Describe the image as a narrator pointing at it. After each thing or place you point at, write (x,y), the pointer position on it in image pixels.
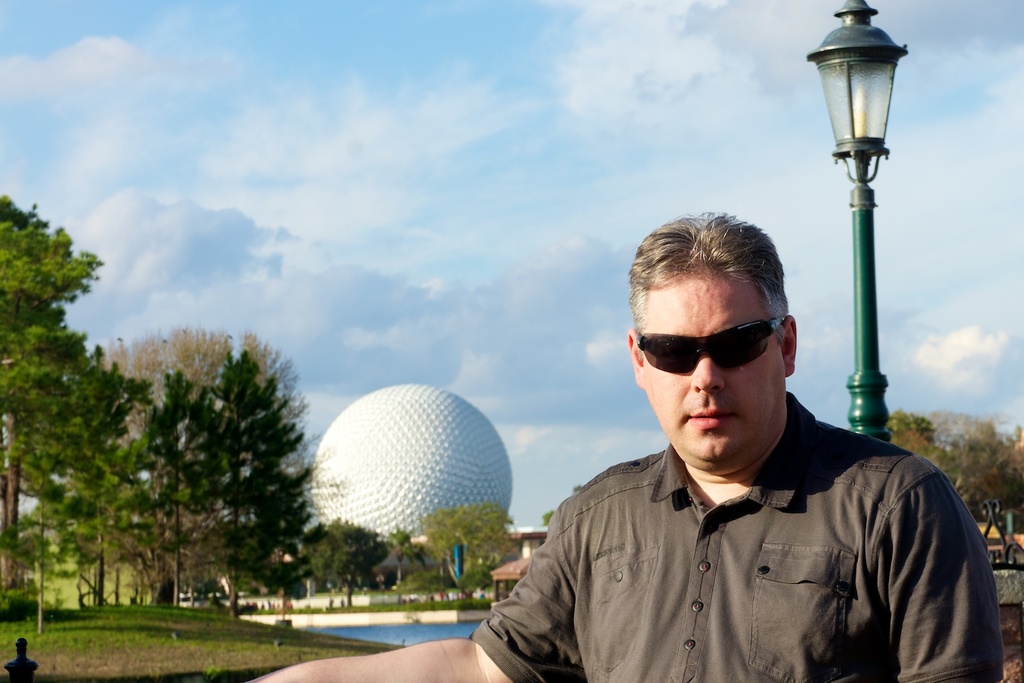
This image is taken outdoors. At the top of the image (116,175) there is the sky (492,382) with clouds (559,234). In the background (321,593) there are many trees (296,570) and plants (440,555) with stems (176,519), branches (168,534) and green leaves (266,519) on the ground (156,680). There is a pole (872,264) with a street light (853,80). There is an architecture (411,463), it is white in color. It is in a spherical shape. There is a pool (394,633) with water (400,631) and there is a ground (147,663) with grass (176,659) on it. On the right side of the image (765,523) there is a man (748,630).
